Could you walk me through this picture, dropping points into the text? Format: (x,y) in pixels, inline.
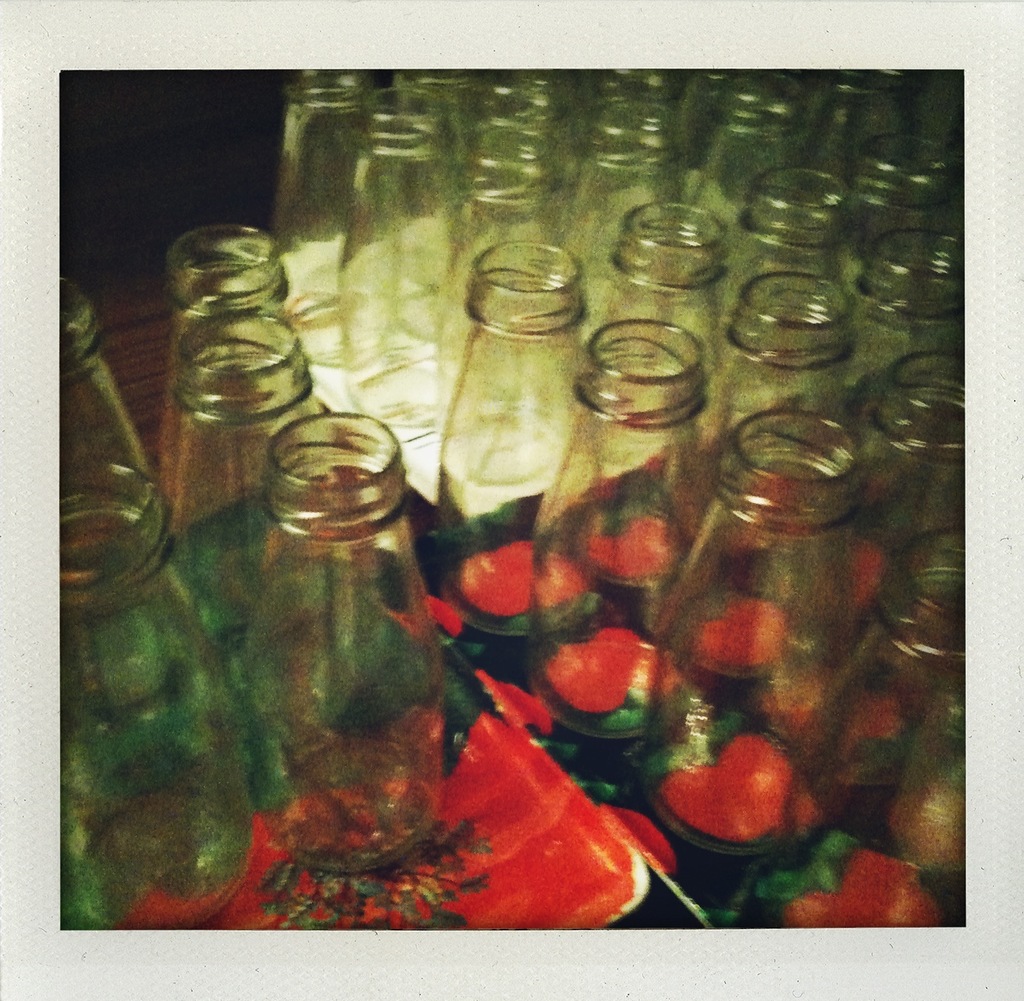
This image consists of glass bottles (240,361) on the left side (332,748). They are placed on a table (156,382). There are bottles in the middle (568,626). There are glass bottles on the right side (737,571).
